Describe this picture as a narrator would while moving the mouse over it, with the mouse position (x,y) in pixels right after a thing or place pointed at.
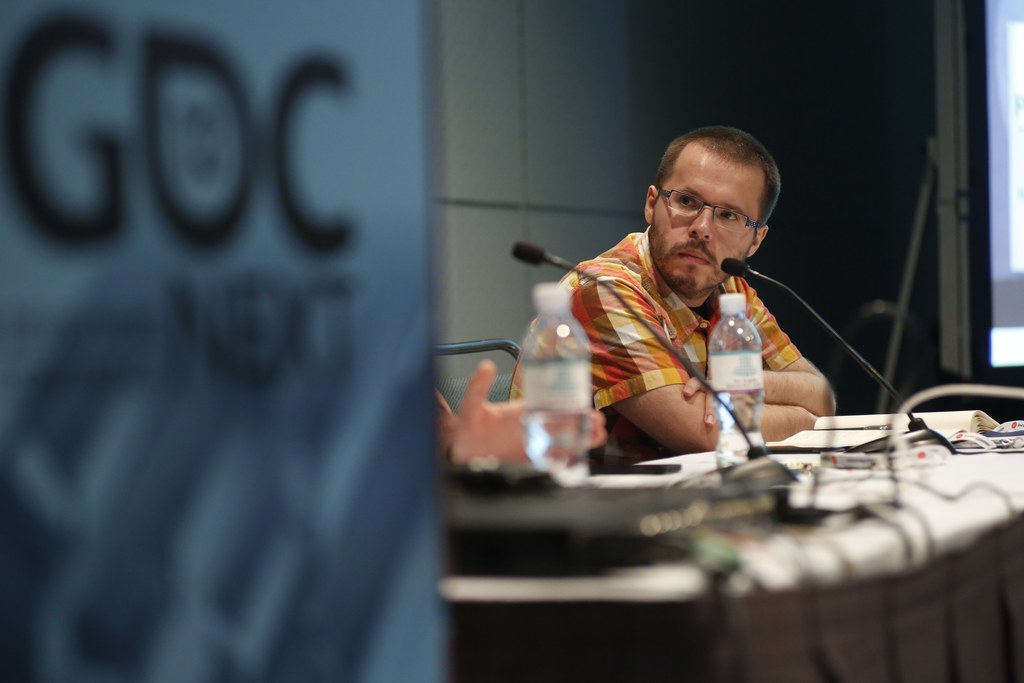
In the center of the image (677,267) we can see persons (658,222) sitting at the table (498,499). On the table (723,466) we can see water bottles (588,386), books (951,421) and mics (913,420). In the background (758,66) there is wall (917,65) and screen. On the left side of the image (170,453) there is an advertisement (174,447).
